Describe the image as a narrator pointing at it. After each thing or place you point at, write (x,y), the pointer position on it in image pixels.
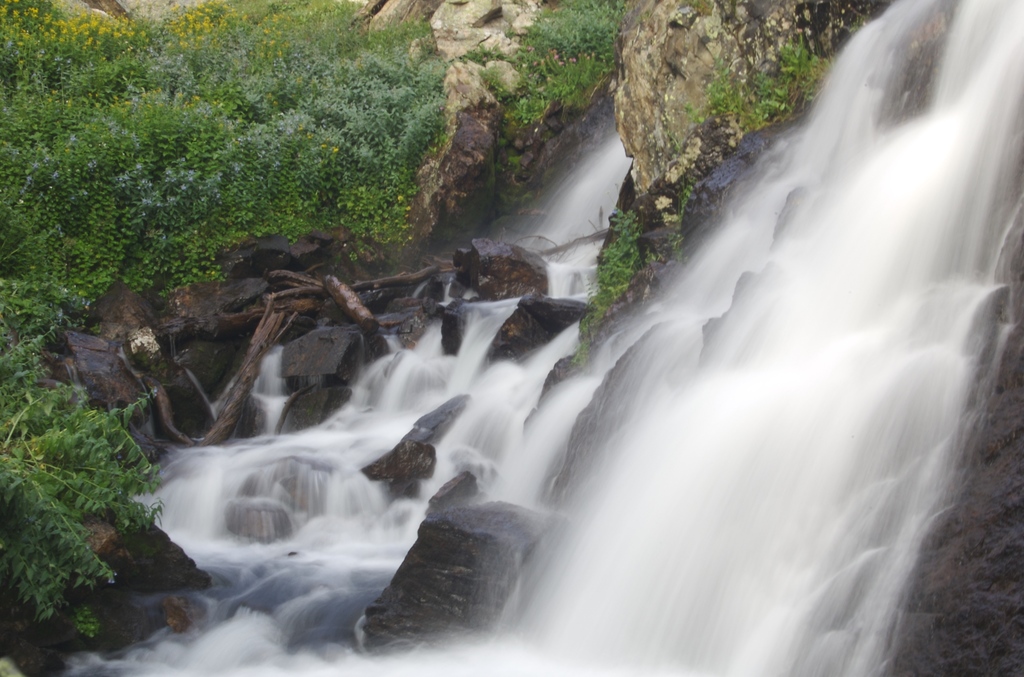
In this image there are rocky mountains (666,66). There are trees (186,132) and plants (527,115) on the mountains (679,127). To the right (915,92) there is a waterfall (803,421) on the rocks (352,335). There are tree trunks (282,300) on the mountains (253,298).
